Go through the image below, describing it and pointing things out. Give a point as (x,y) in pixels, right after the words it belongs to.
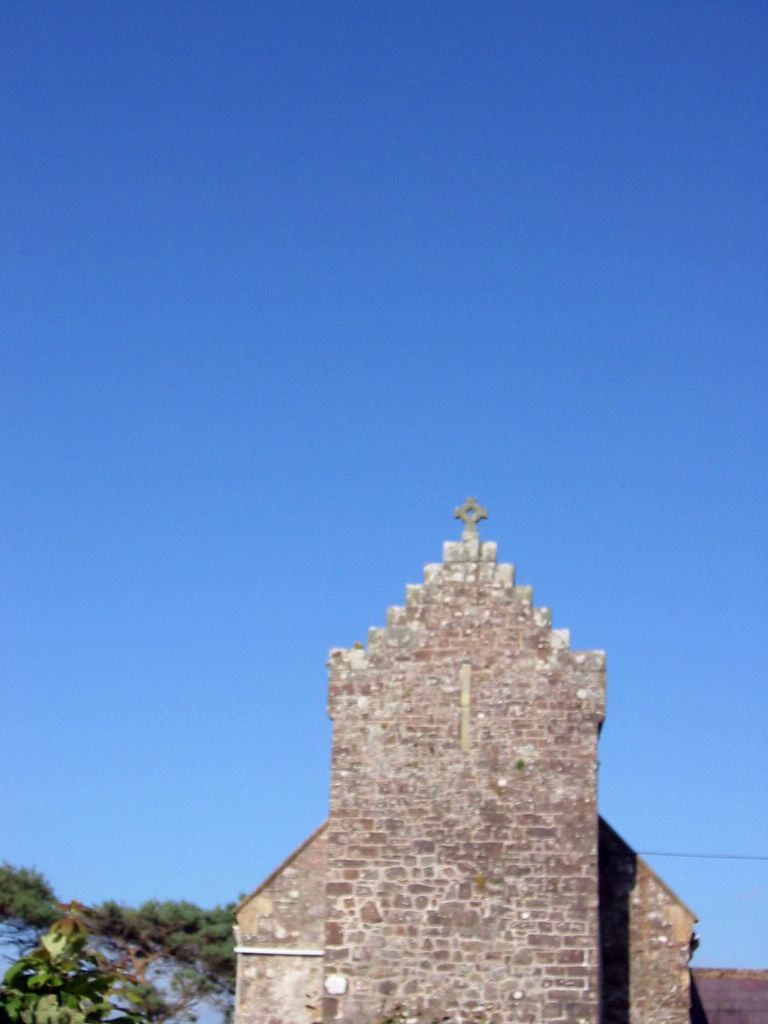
At the bottom of the picture (400,963) we can see the walls (443,836) of a church (393,939) and trees (119,932). In this picture we can see sky (538,416).
